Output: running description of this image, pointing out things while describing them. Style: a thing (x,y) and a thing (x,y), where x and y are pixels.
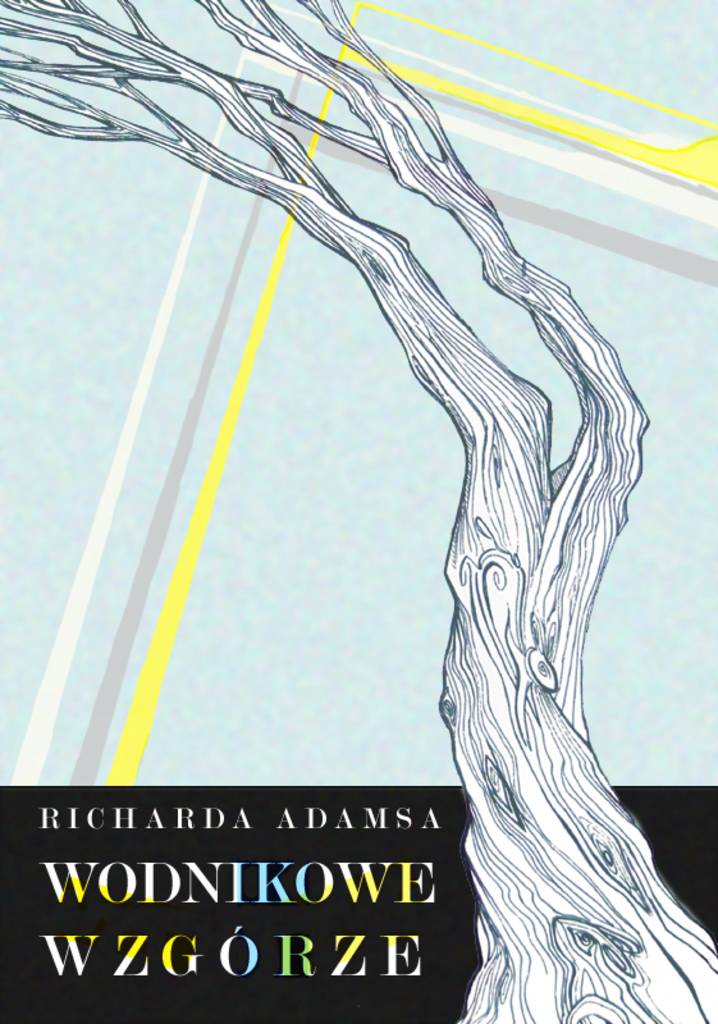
This is looking like a painting, in the painting it is a branch (535,811) on it is written as something. The painting is in sky blue color.
